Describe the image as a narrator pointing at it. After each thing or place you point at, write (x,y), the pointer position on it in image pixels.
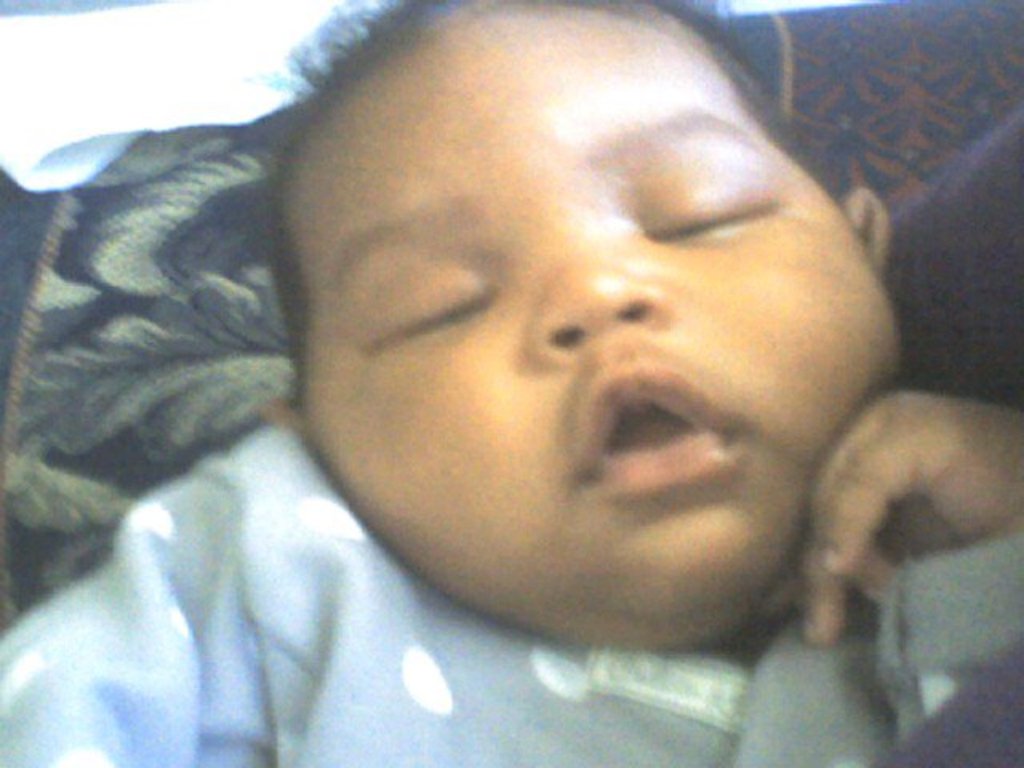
In this image, I can see a baby (738,640) sleeping. In the background (151,367), there are clothes (139,149).
